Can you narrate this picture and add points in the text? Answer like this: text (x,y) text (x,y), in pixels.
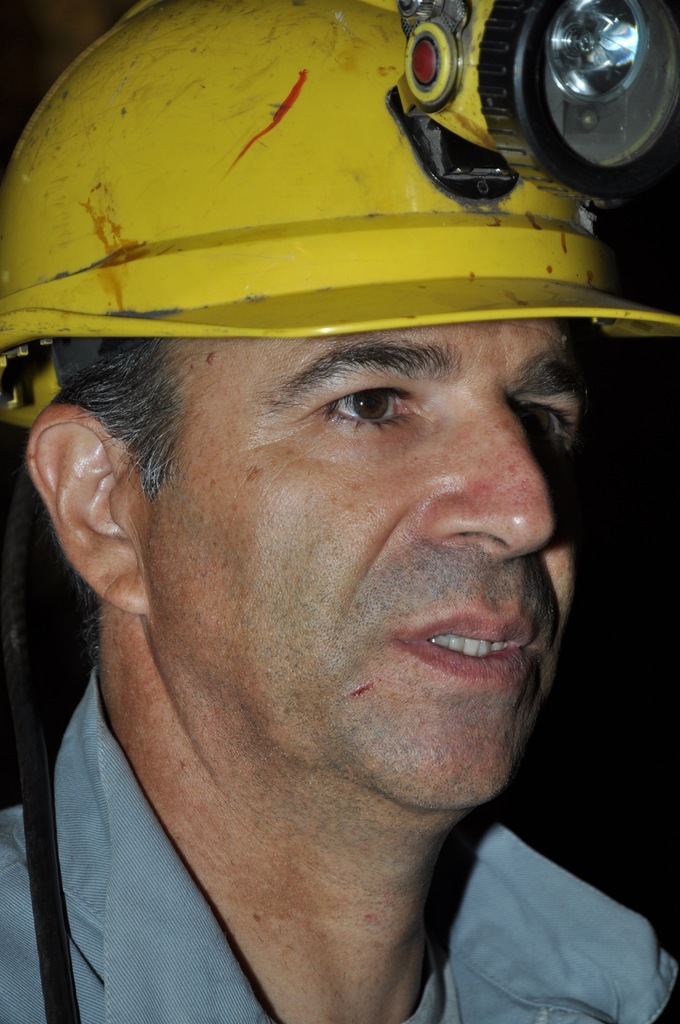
In this image we can see a man (323,445) with a helmet (388,192) and there is light (593,79) attached to the helmet (326,225).
